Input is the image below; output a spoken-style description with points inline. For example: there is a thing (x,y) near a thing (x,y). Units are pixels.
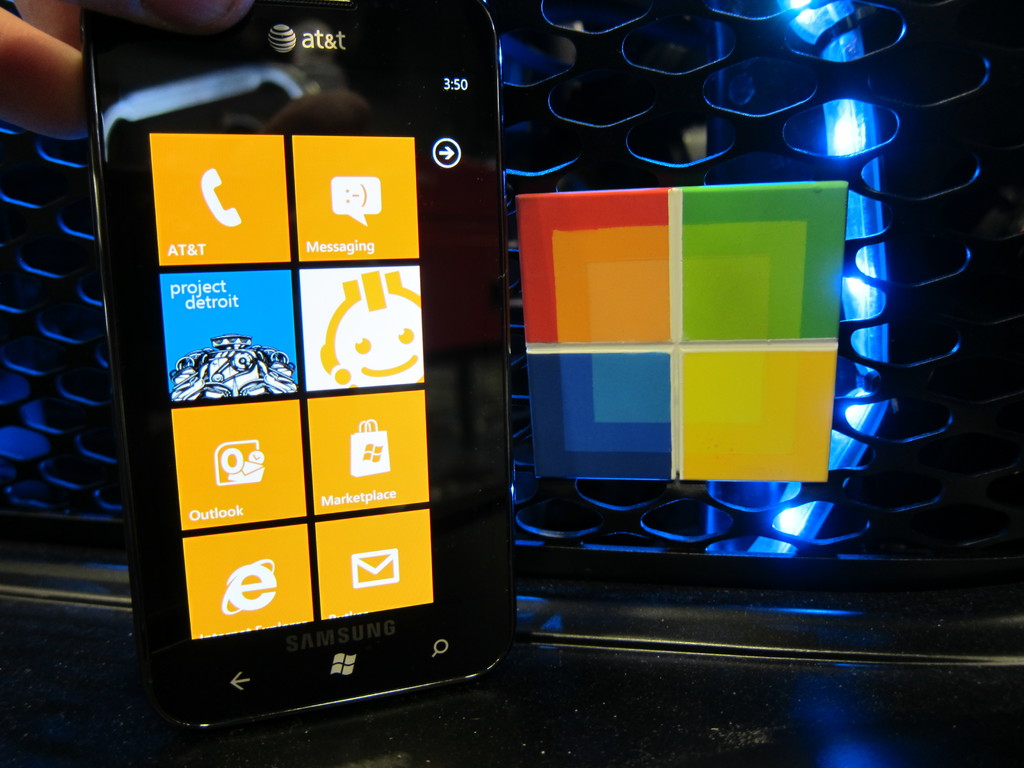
In this picture we can see a phone (506,379). There is a colorful board (627,436) on a mesh (520,152). We can see a blue light (806,33) in the background (855,413).
